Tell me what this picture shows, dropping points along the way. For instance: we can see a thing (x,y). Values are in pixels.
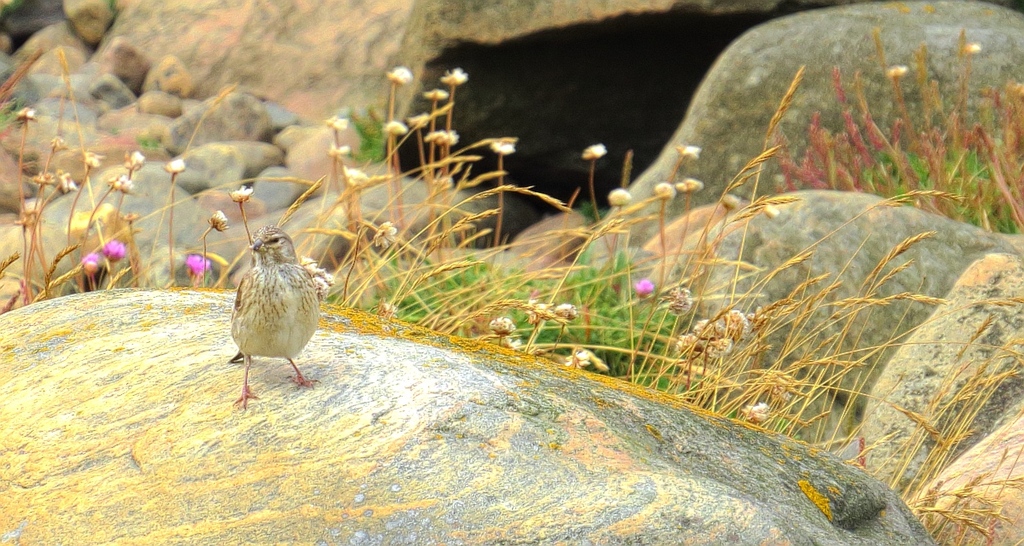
In this image, we can see a bird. We can see some rocks (216,361) and flowers (687,355). We can also see some grass (534,335).
